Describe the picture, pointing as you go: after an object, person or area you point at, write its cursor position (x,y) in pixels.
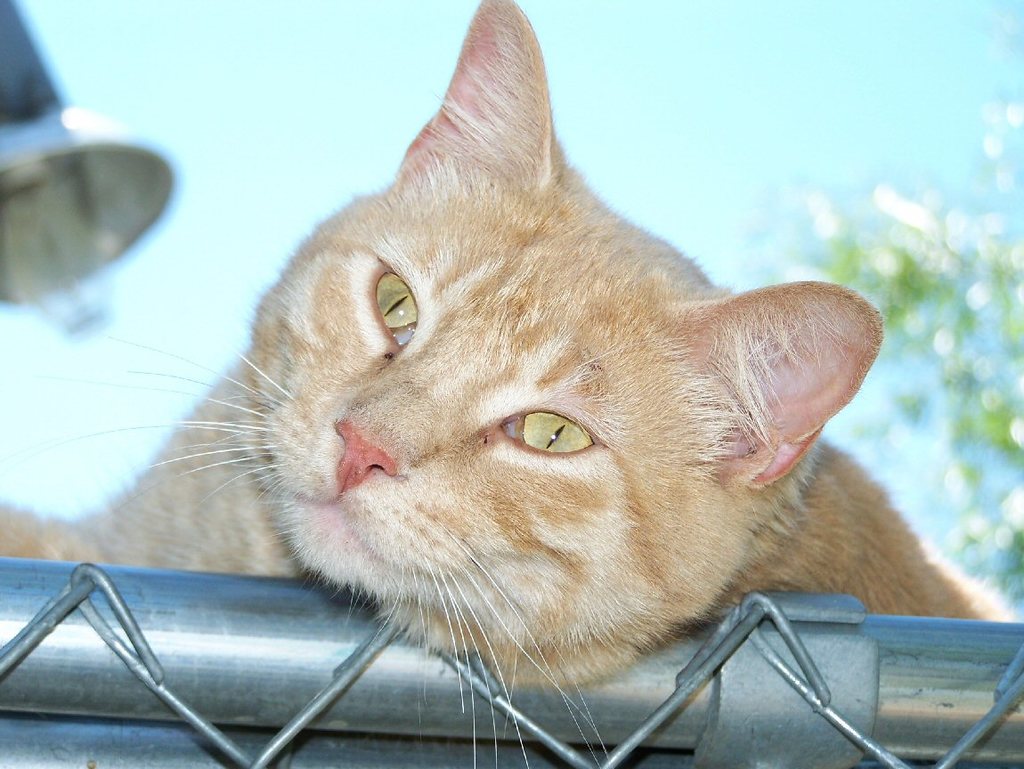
In this picture we can see a cat (302,500), rod (234,640) and metal objects (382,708). In the background of the image (628,202) it is blurry.
